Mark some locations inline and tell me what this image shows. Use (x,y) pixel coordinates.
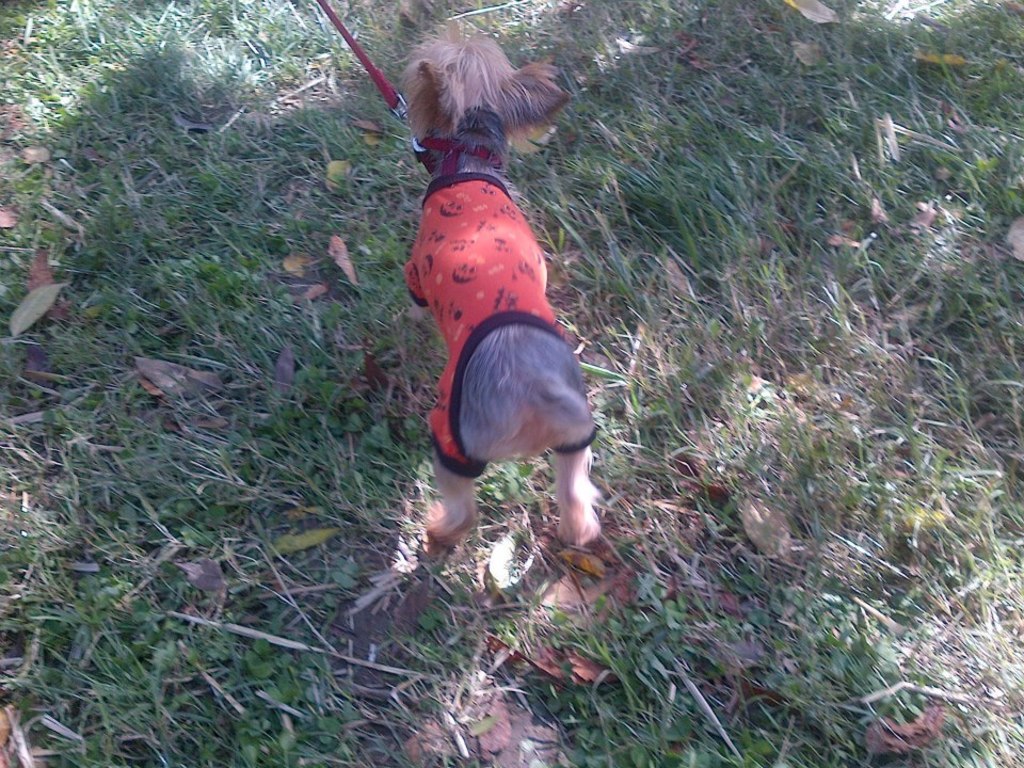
In the middle of the picture (512,385), we see a dog (489,358) which is wearing a red color clothes (488,287). We see the leash (382,80) of the dog (421,138) is in red color. In the background (390,477), we see the grass (310,480), dry leaves (309,546) and twigs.
